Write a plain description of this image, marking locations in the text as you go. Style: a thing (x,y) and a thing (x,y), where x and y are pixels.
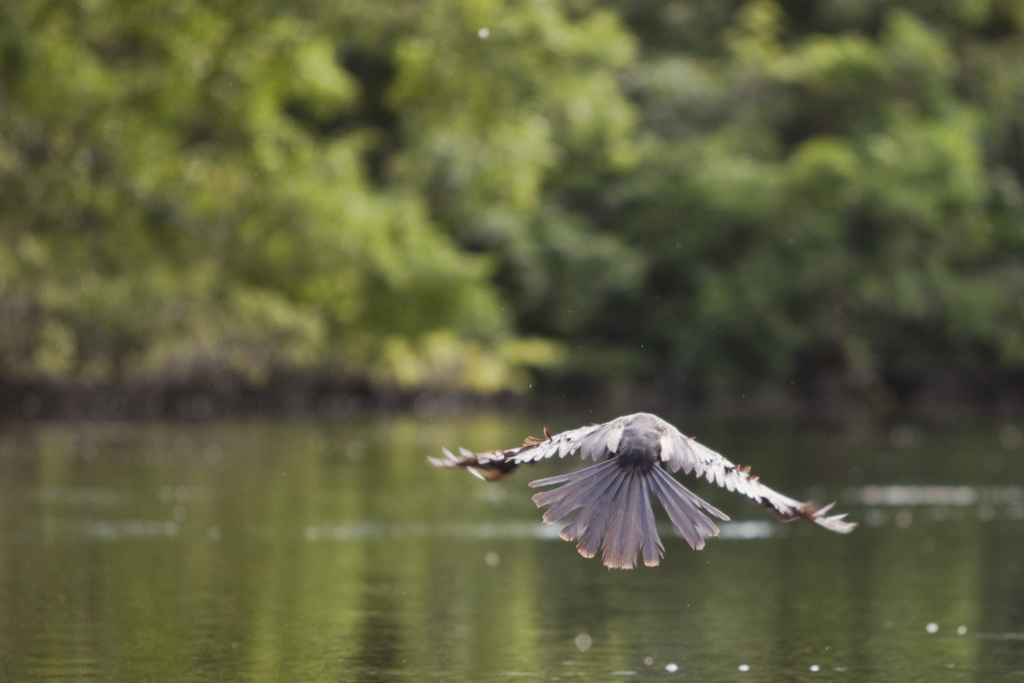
In this image, we can see a bird (647,438) flying above water (698,618). In the background (317,378), image is blurred.
